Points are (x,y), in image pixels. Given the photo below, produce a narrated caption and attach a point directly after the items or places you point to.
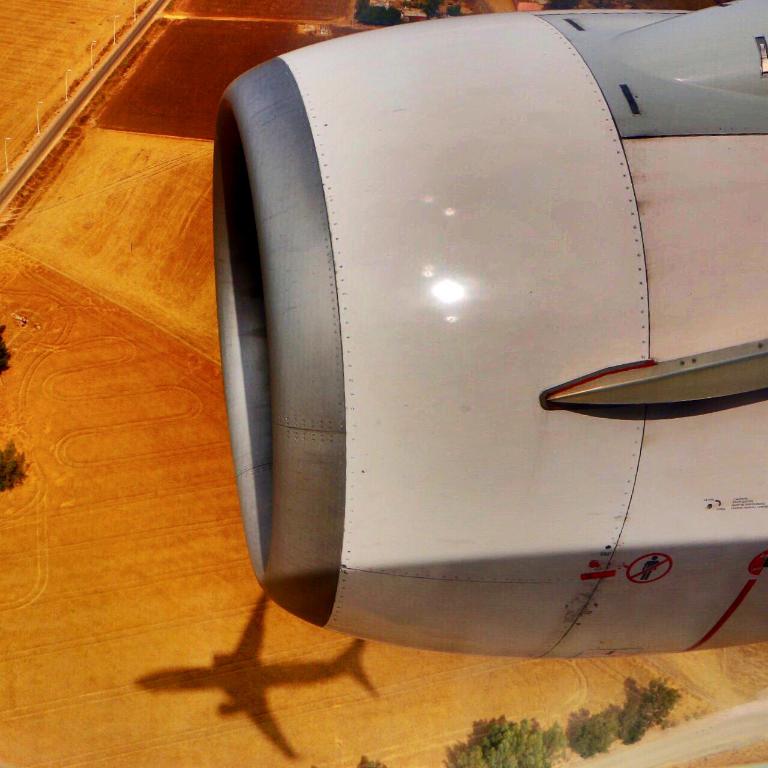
In the foreground of this image (576,489), on the right (657,511), there is a plane turbine (307,360). In the background (191,244), we can see the ground (90,288), road (64,132), poles (67,96), trees (530,759) and the shadow (227,665) of the plane (307,350).
